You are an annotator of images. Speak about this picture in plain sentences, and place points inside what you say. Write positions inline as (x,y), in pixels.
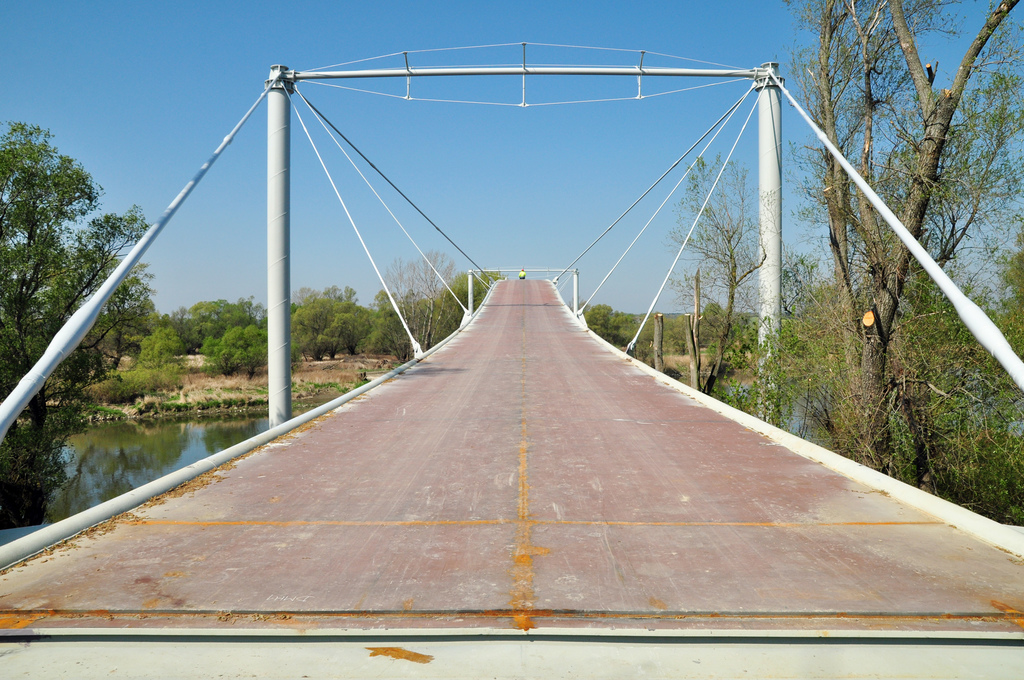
In this image we can see a person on a bridge (664,439). We can also see some poles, a water body (115,475), a group of trees (40,418), some plants (958,472) and the sky (441,192).
